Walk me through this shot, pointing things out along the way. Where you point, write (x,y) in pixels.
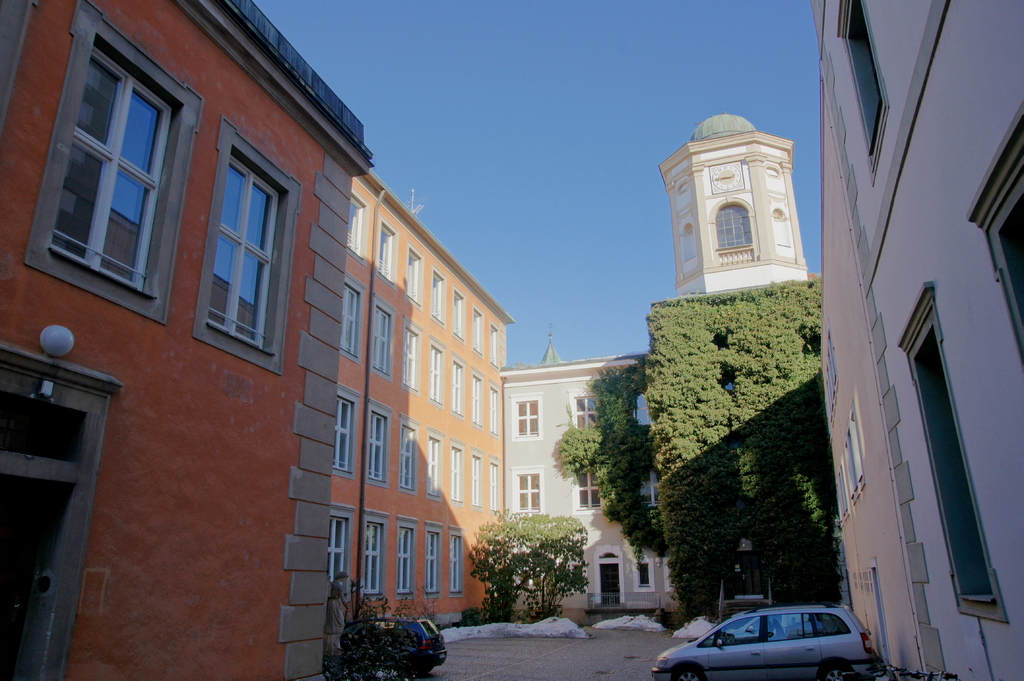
This is an outside view. At the bottom (427,641) there are two cars (412,649) on the ground (543,650). In this image I can see few buildings (396,378) and trees (479,560). At the top of the image (565,102) I can see the sky (535,119) in blue color.
